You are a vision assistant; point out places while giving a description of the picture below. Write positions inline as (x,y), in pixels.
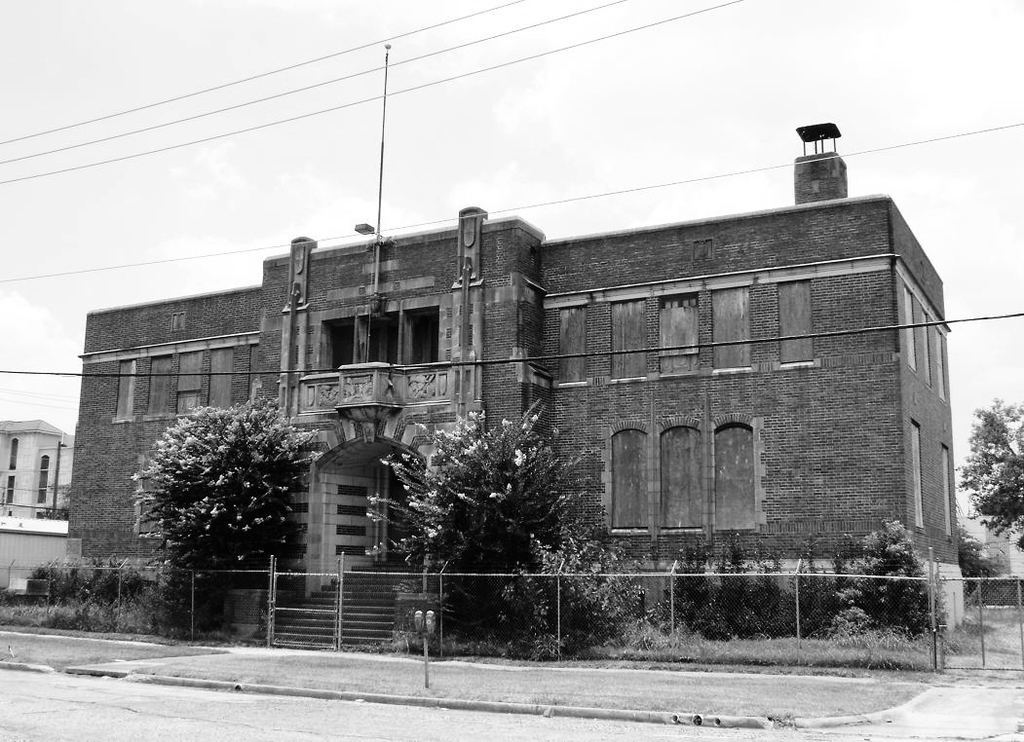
In this picture we can observe trees (456,520) and plants (511,569) in front of this building (356,409). There is a fence (388,592). We can observe footpath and the road (167,718) here. In the background (971,439) there are trees (1013,464) and a sky (473,131) with clouds (697,126). This is a black and white image.
